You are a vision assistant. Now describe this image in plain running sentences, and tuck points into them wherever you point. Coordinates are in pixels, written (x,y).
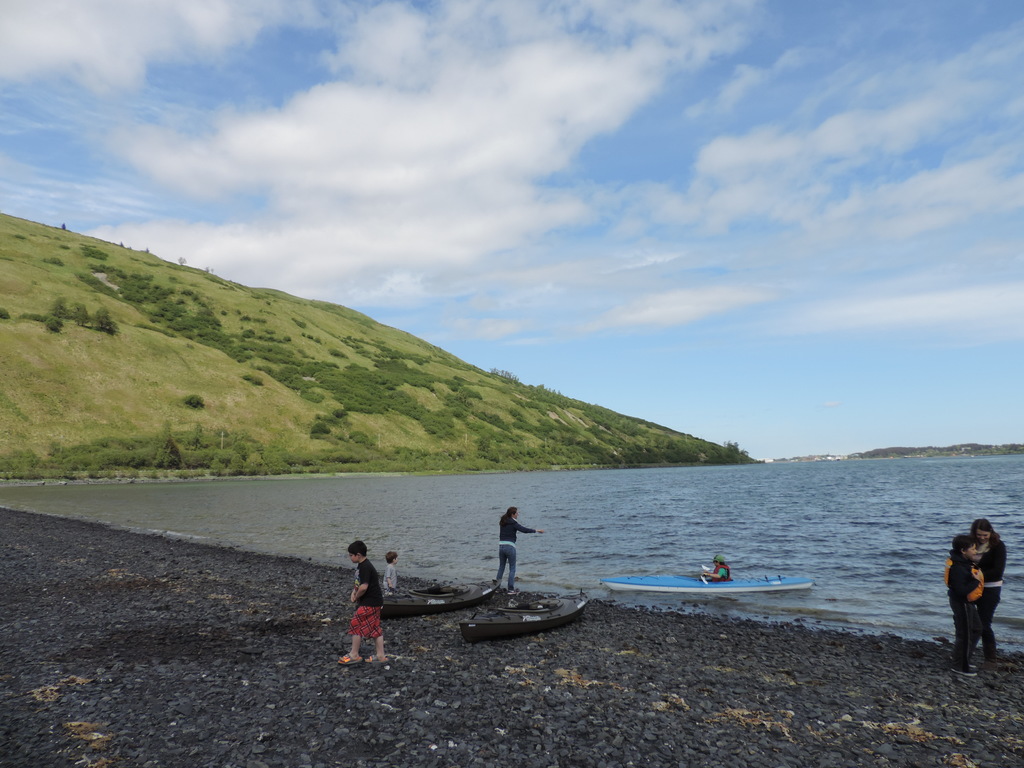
In the background (538,197) we can see the hills (577,413), clouds (270,101) in the sky (639,167), green grass (68,415) and the thicket (541,422). In this picture we can see the people (978,637) near the seashore (568,625) and we can see the boats (494,618). We can see the water (743,610) and a person (717,569) sitting in a boat (756,589).
